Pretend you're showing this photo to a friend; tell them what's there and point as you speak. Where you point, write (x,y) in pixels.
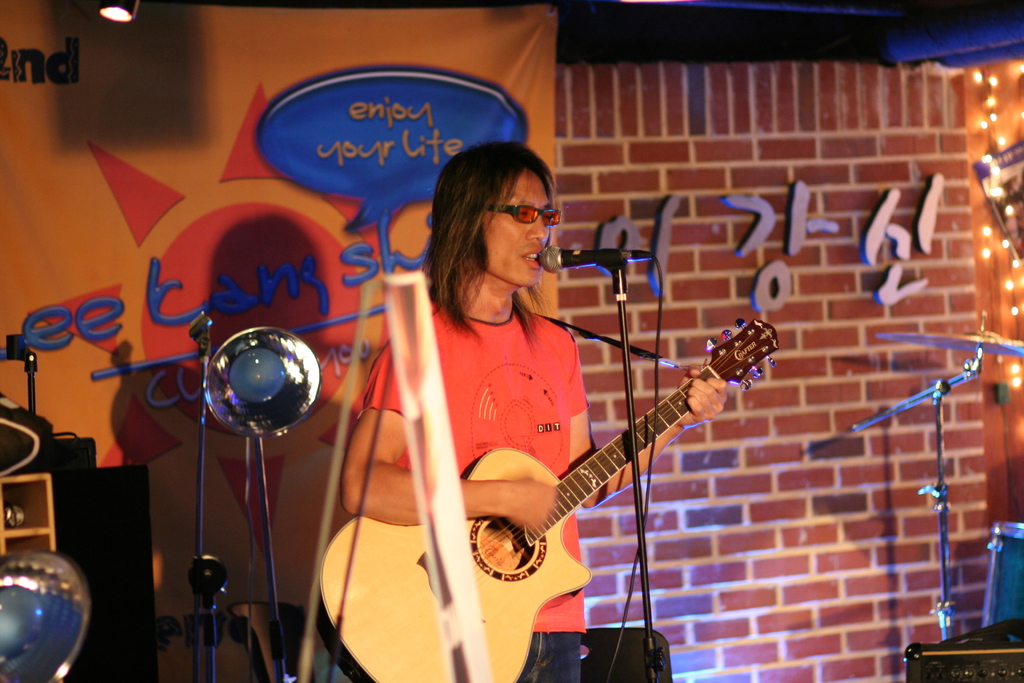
In this image there is a person (474,208) standing and playing guitar (501,525) and he is singing. At the back (284,153) there is a banner (284,153), at the left (89,663) there is a speaker (130,644) and in front there is a microphone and at the right (1011,205) there are lights (1011,205) and drums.
